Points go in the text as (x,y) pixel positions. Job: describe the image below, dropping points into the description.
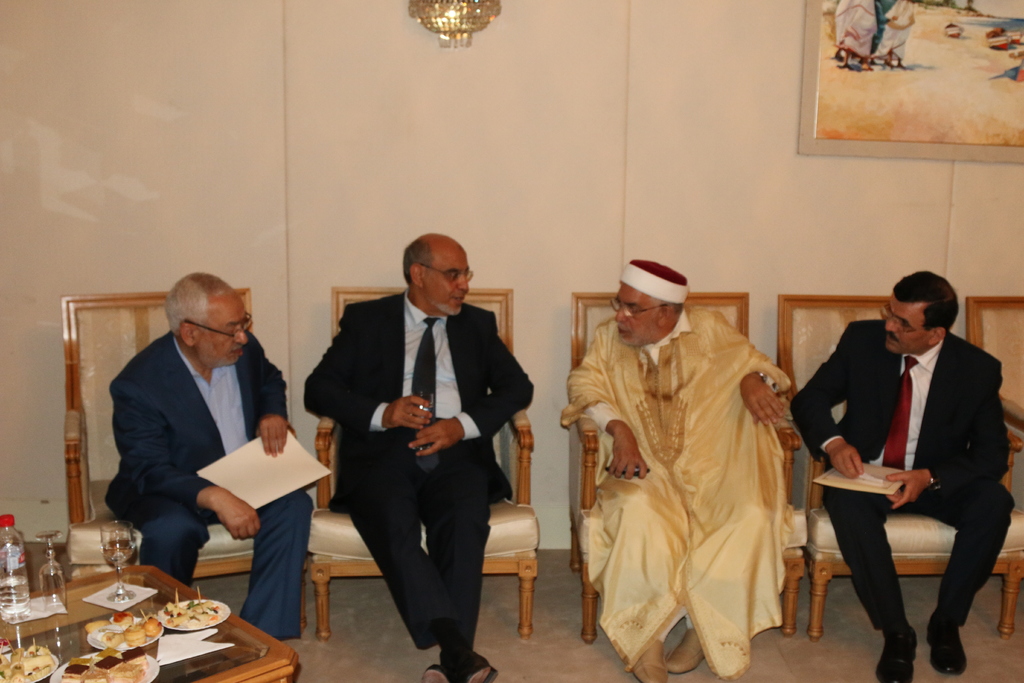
In this picture, we see four men (826,412) are sitting on the chairs (822,541). All of them are wearing the spectacles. The two men (894,431) on either side of the picture is holding the cards (264,481) or papers (264,487) in their hands (232,498). In the left bottom (225,658), we see a table (258,658) on which plates (156,640) containing eatables (90,668), glasses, water bottle (15,535) and tissue papers (49,608) are placed. In the background (489,226), we see a white wall (522,142) on which photo frame (809,120) is placed. At the top (480,6), we see the chandelier (491,18).
